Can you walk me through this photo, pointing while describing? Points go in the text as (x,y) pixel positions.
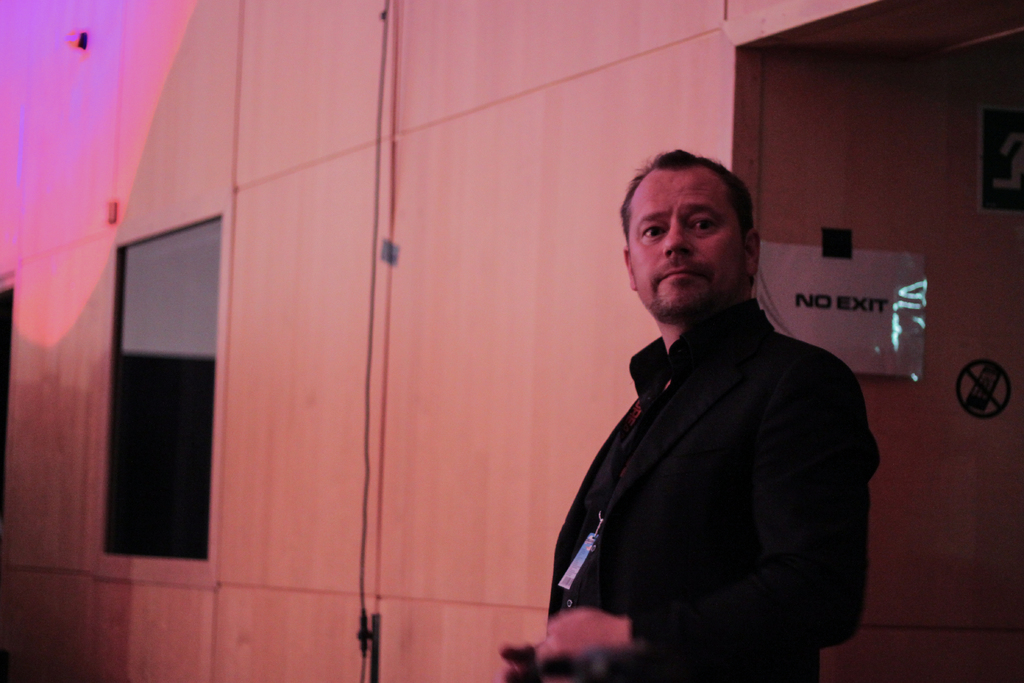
In this image we can see there is a person (642,530) standing, back of the person (602,474) there is a wall (506,220) and there is a paper (860,284) attached to it.
